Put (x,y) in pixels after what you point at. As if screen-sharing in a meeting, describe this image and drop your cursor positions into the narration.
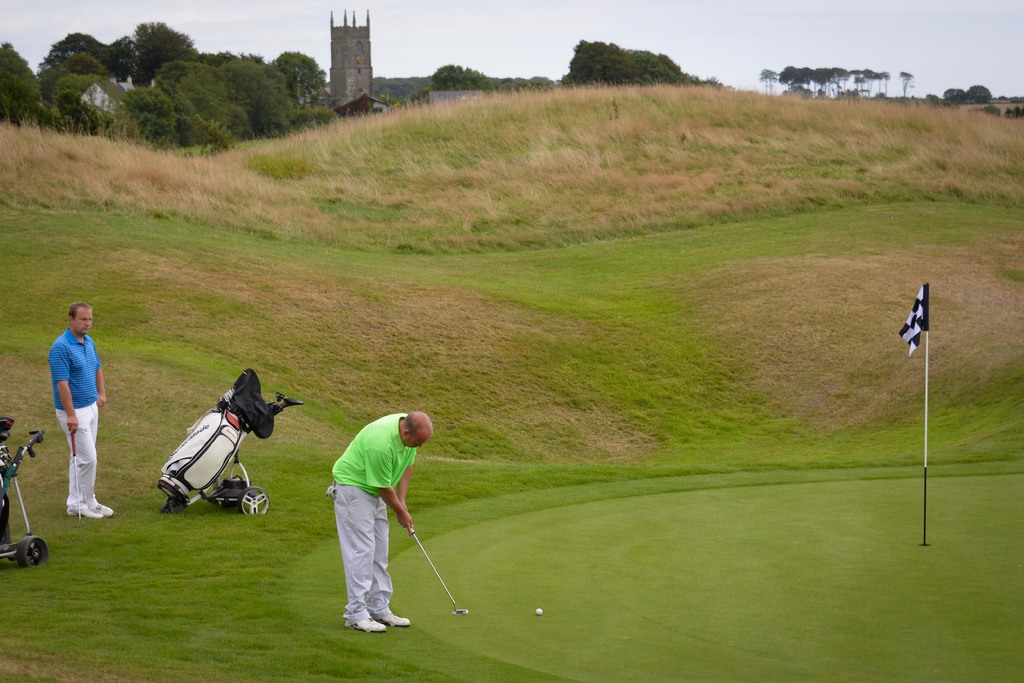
In this picture I can see a man (355,619) who is standing in front (354,469) and I see that he is holding a golf bat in his hands (401,518) and I see a ball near to him and on the right of this image (928,408) I see a flag (929,320) on a pole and on the left side of this image (85,356) I see a man (93,403) who is standing and holding a golf bat (72,454) in his hand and I see 2 things (173,469) near to him. In the background (71,202) I see the grass (557,139), trees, few buildings (362,77) and the sky (501,51).
